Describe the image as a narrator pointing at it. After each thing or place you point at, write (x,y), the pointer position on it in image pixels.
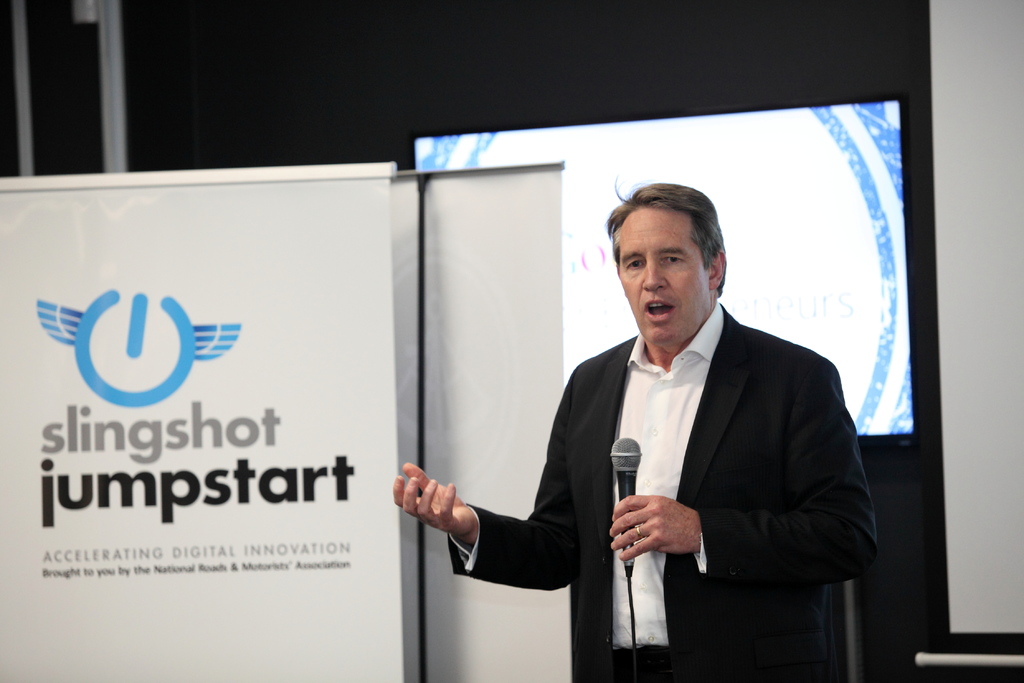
In this image we can see a man (655,479) holding a mic (625,462). On the backside (837,152) we can see the display screen (851,152) on a wall (124,5), poles (109,107) and a banner (196,458) with some text (47,492) on it.
